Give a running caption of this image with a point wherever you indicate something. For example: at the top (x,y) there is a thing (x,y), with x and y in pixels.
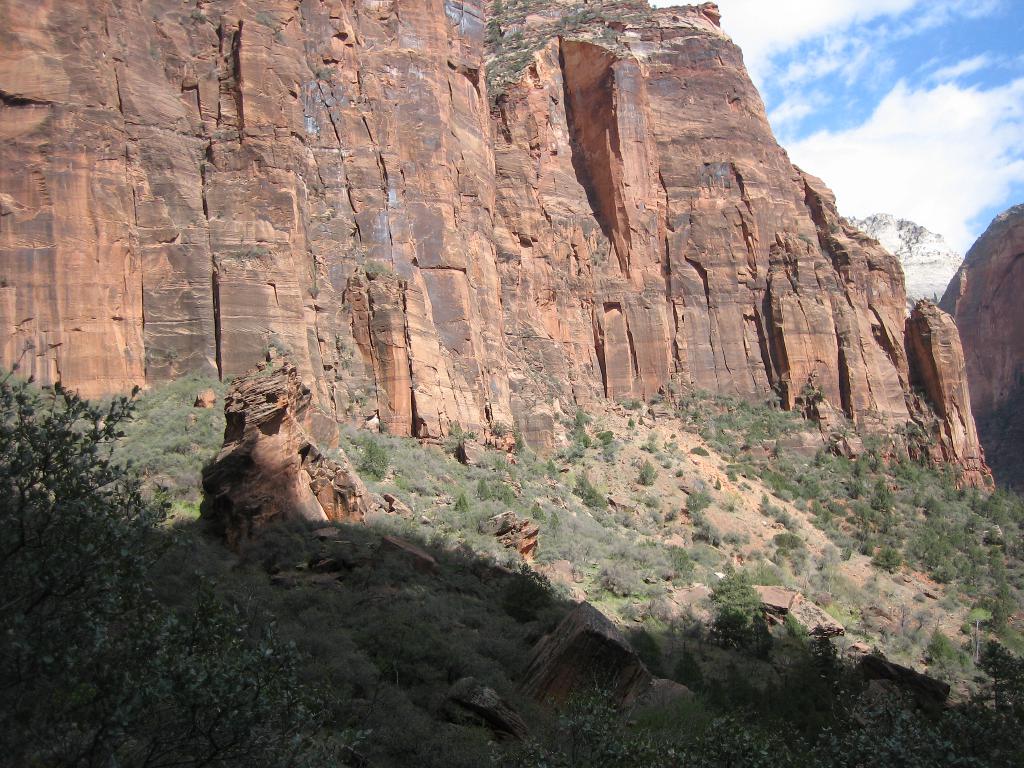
In this image I can see few plants (637,720) in green color. In the background (424,206) I can see few rocks (662,227), mountains (923,242) and the sky (875,111) is in blue and white color.
